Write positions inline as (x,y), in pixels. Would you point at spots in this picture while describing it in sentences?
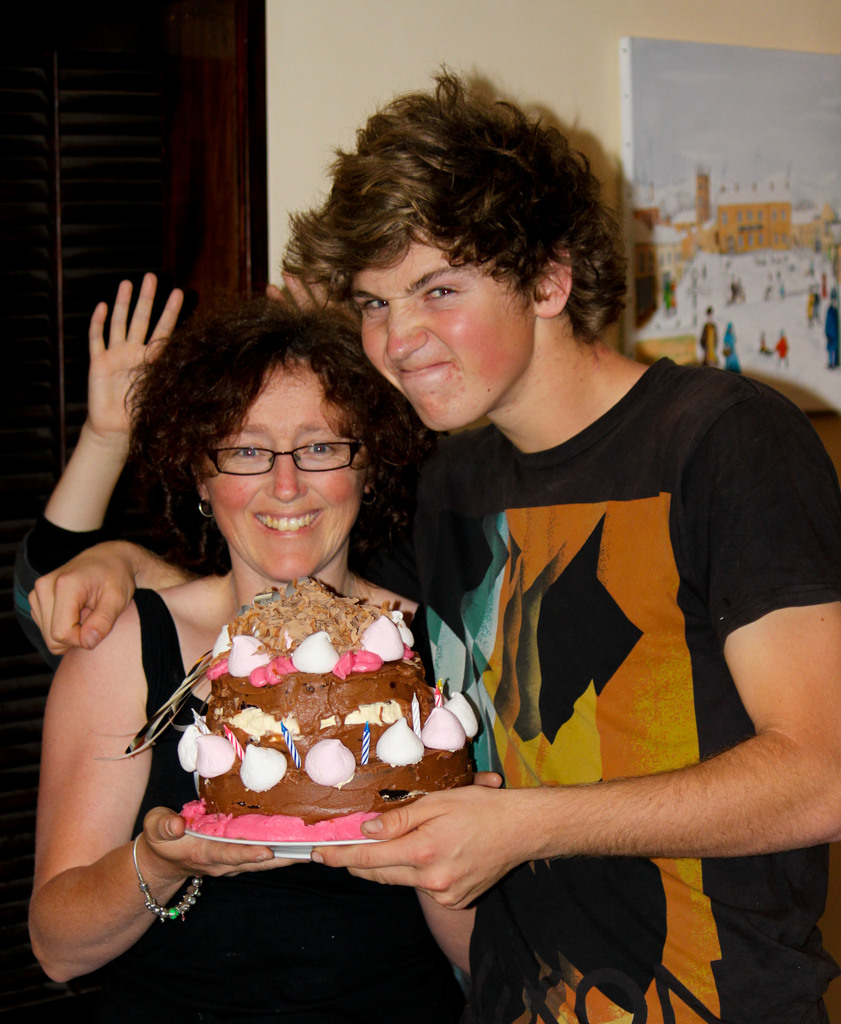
In this picture there is a girl (137,888) and a boy (607,989) in the center of the image (384,663), by holding a cake (374,625) in their hands (370,865), there is a poster (665,317) on the right side of the image (683,70) and there is a door (106,59) on the left side of the image (65,282).
